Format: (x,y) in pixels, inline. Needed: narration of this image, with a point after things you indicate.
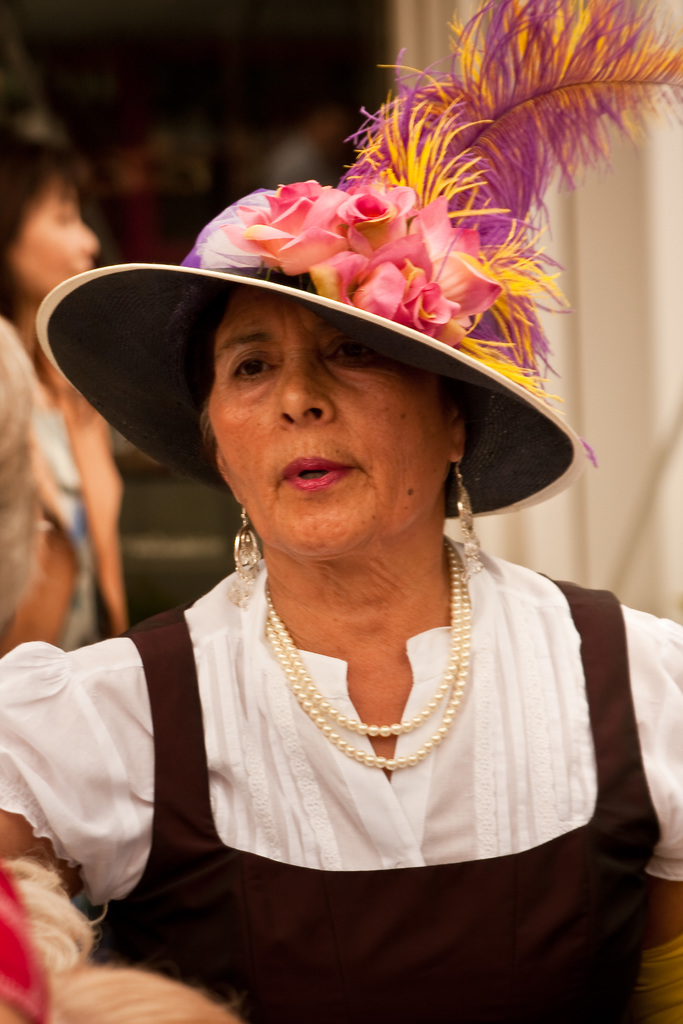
In this image, there are a few people (89,576). Among them, we can see a person (114,714) wearing a hat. We can see the blurred background (360,8) and a white colored object (639,570) on the right (611,461).
